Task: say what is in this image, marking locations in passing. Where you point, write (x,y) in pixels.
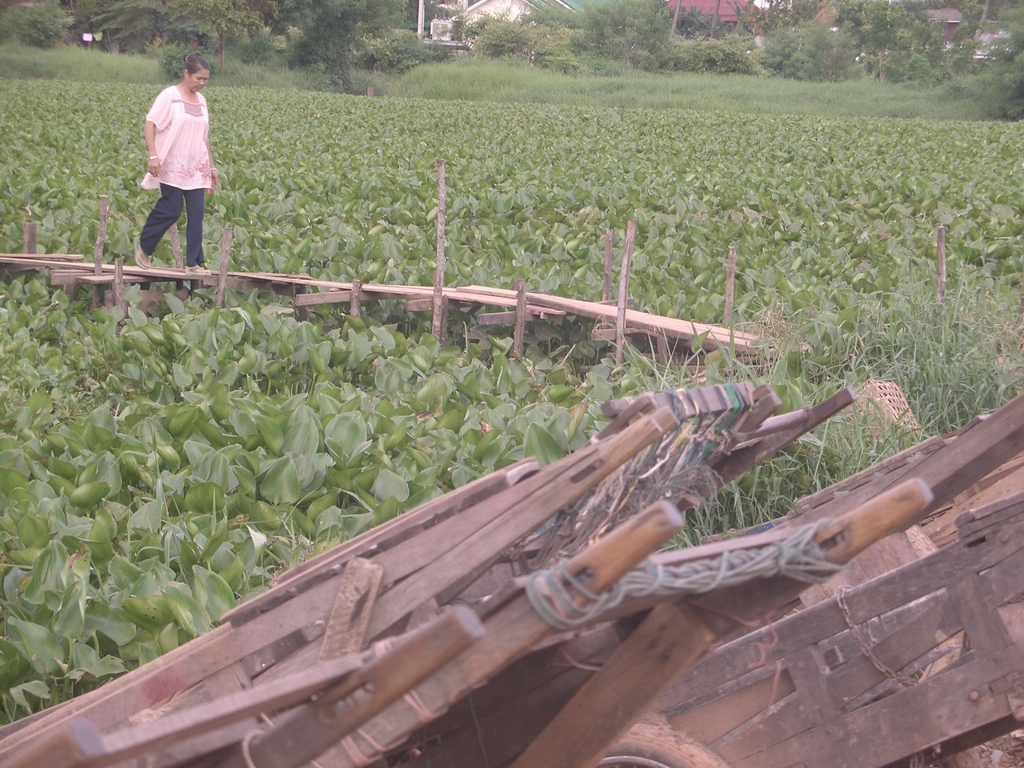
In this image we can see a lady (178,120) walking on the wooden path (627,303), there are plants (381,217), trees (370,10), grass (917,306), also we can see houses (714,5), and some wooden objects (687,560).
